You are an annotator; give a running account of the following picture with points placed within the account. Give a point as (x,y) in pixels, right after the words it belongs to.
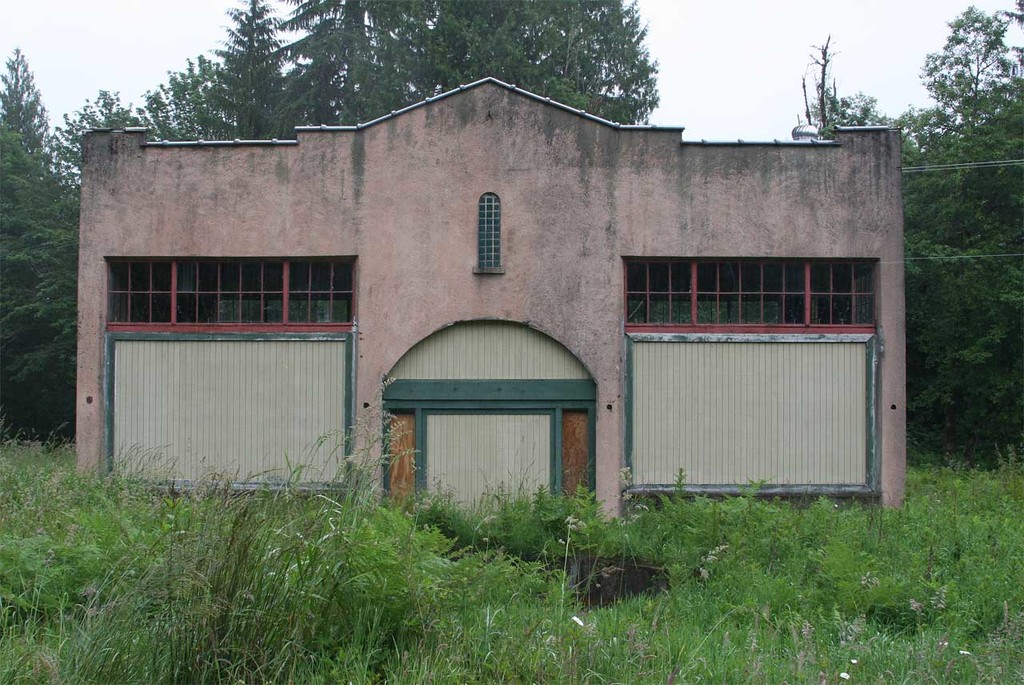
In the center of the image (575,351) there is a building (487,351). At the bottom (453,511) there is a grass (617,611) and plants (93,564). In the background (50,242) there are trees (465,67) and sky (675,63).
